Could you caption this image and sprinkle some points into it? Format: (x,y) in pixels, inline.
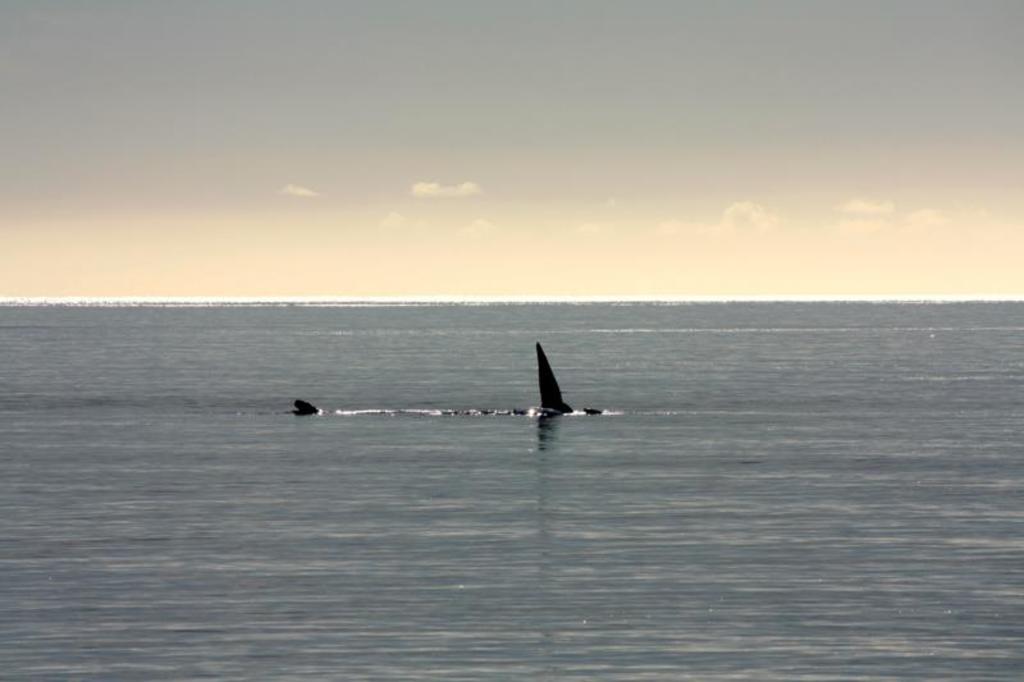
In this image I can see an object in the water (210,404). Background (867,240) the sky (525,118) is in white and gray color.
